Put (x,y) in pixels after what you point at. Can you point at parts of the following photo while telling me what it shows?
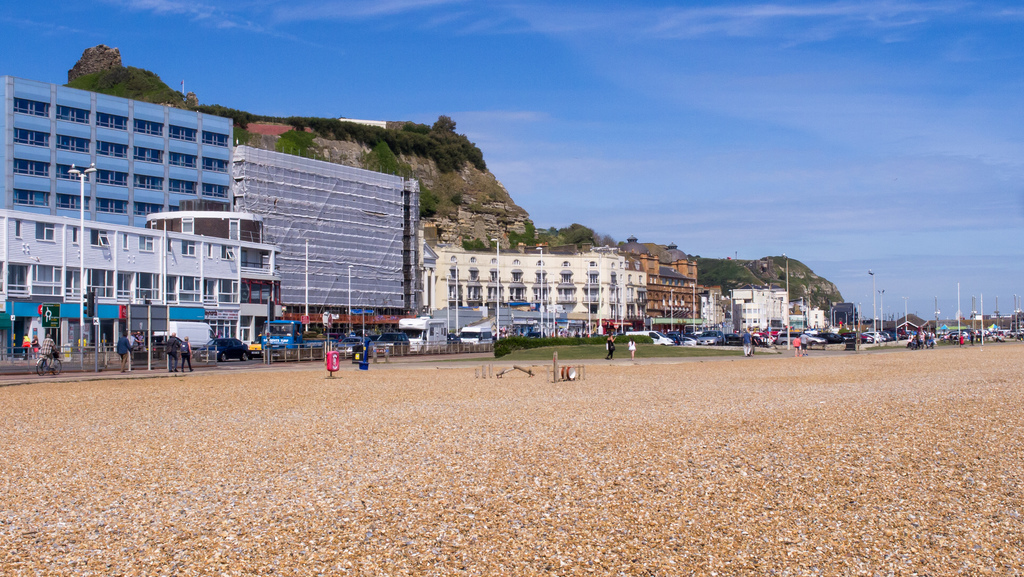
This image consists of many buildings (780,304). To the right (817,337), there are cars (791,337) parked. At the top (611,72), there is a sky (549,75) in blue color. In the background (443,202), there are mountains (306,151) covered with plants (421,216) and trees (384,134). At the bottom (394,545), there is ground (337,539).
